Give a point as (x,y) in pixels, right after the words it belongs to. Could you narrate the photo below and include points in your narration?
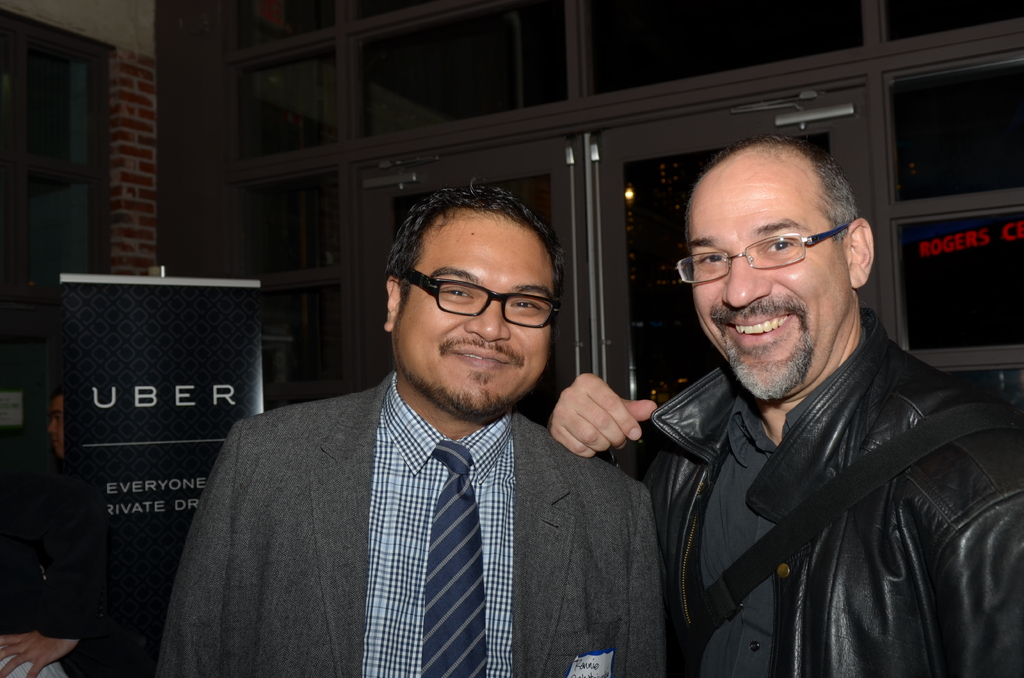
In this picture there are two men (315,429) in the center of the image (459,239) and there are windows (925,56) in the background area of the image (405,112), there is a man (79,669) and a poster (132,632) on the left side of the image (101,387).
